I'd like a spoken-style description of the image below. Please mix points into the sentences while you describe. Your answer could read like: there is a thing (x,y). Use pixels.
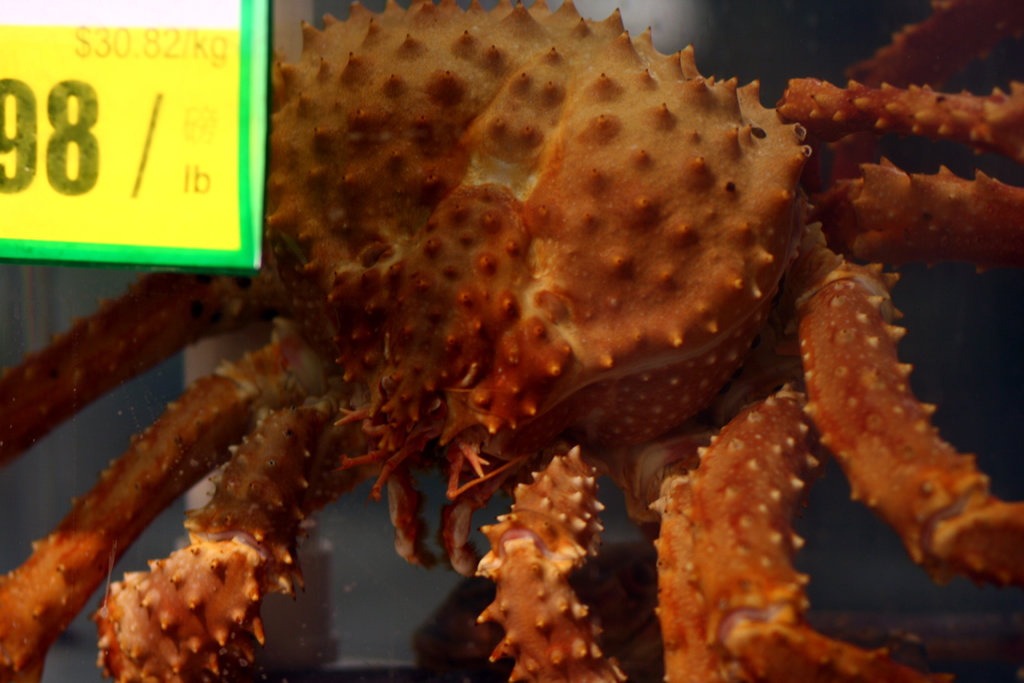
This picture looks like a crab (617,367) and I can see a price board (156,147) on the top left corner (156,147).
